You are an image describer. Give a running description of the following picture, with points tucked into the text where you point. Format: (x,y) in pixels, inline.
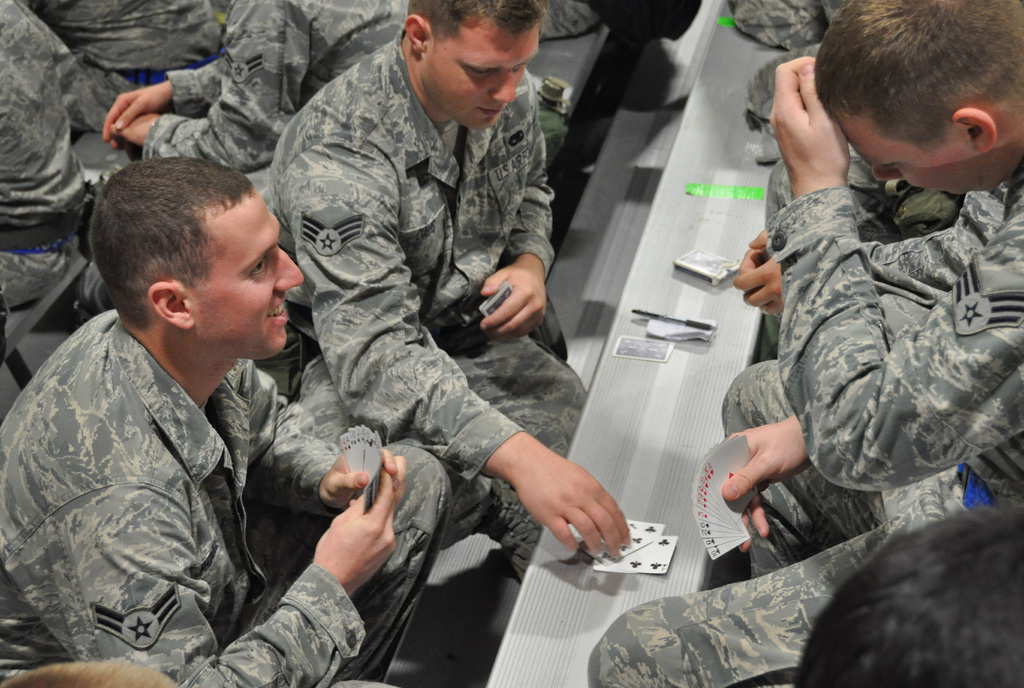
In this image there are people (751,485) sitting on benches (560,562) and playing cards (708,482).
